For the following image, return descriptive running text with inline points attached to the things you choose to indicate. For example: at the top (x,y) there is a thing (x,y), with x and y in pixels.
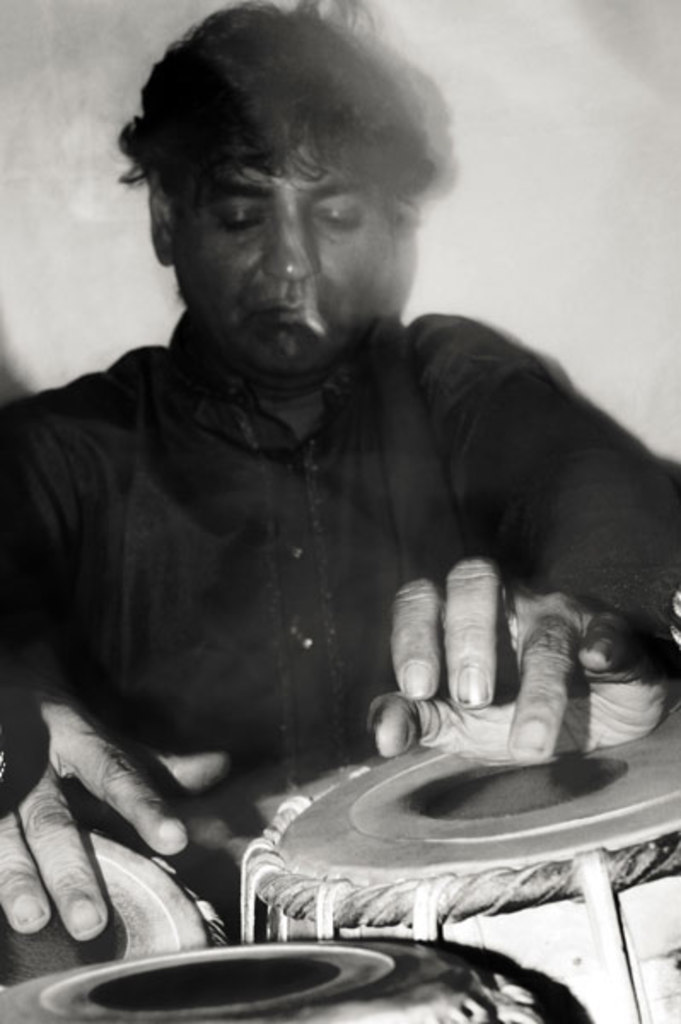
There is a man (332,743) sitting and playing drums (296,973).
